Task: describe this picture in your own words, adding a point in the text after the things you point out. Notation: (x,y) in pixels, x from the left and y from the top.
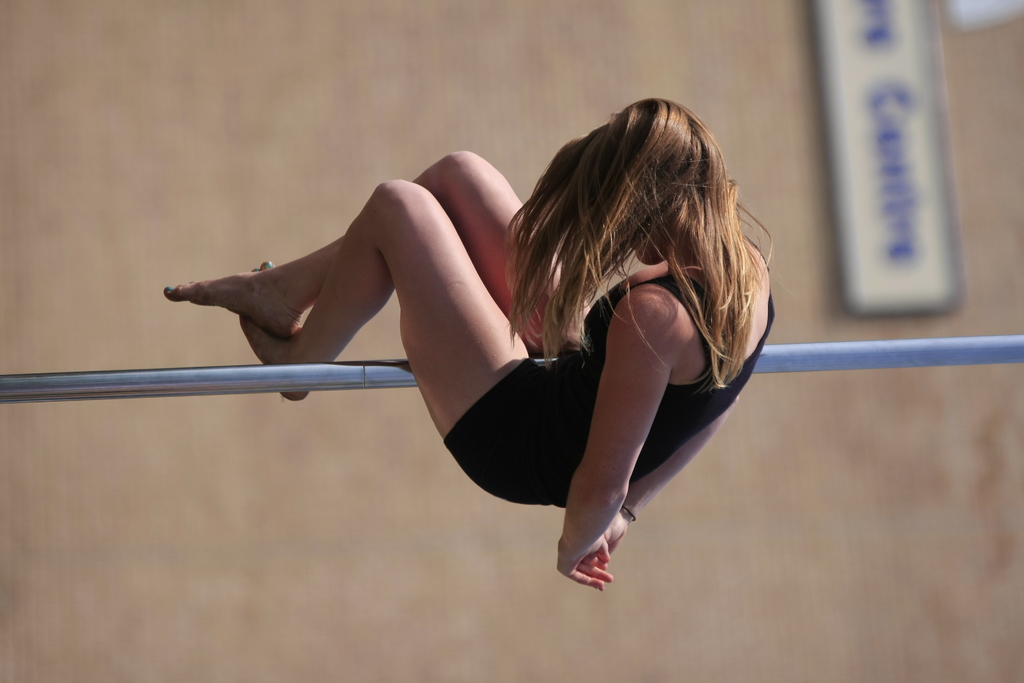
In this picture we can see a woman (593,510) and a pole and in the background (806,412) we can see a board (876,219) on the surface (13,508).
